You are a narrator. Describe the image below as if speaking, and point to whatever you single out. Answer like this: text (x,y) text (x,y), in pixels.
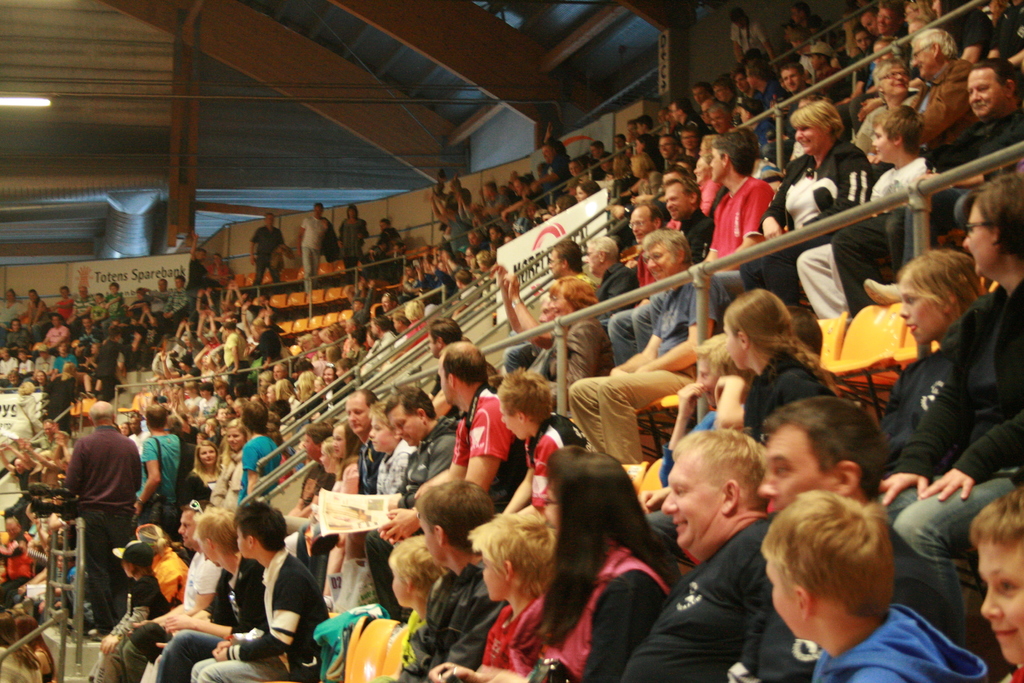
In the image there are many people (496,399) sitting on a chair (134,411) looking at a game, this is clicked inside a auditorium (63,33), there are lights (16,100) over the ceiling (33,79).
